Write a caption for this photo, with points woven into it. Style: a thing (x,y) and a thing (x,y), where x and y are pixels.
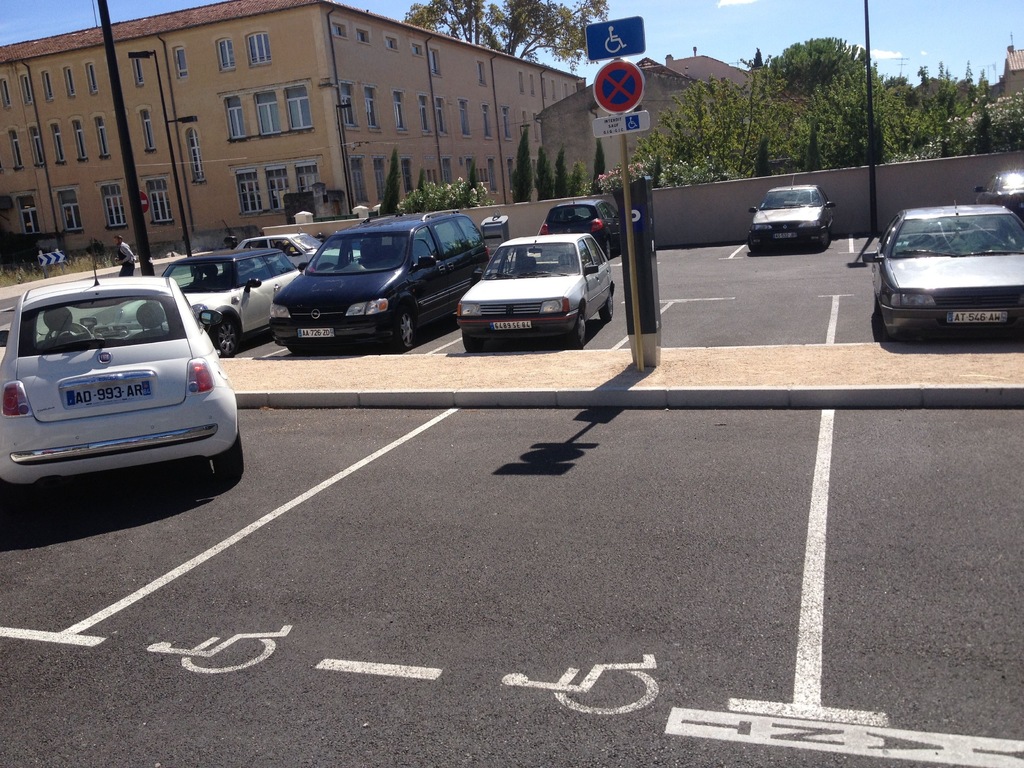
In this image, we can see few vehicles (516,309) are parked on the road (786,320). Here we can see few poles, sign boards (642,39), trees (736,144), buildings (243,216), walls (328,152) and windows (160,181). On the left side of the image (128,254), we can see a human (126,255). Top of the image (636,64), there is a sky (715,39).
